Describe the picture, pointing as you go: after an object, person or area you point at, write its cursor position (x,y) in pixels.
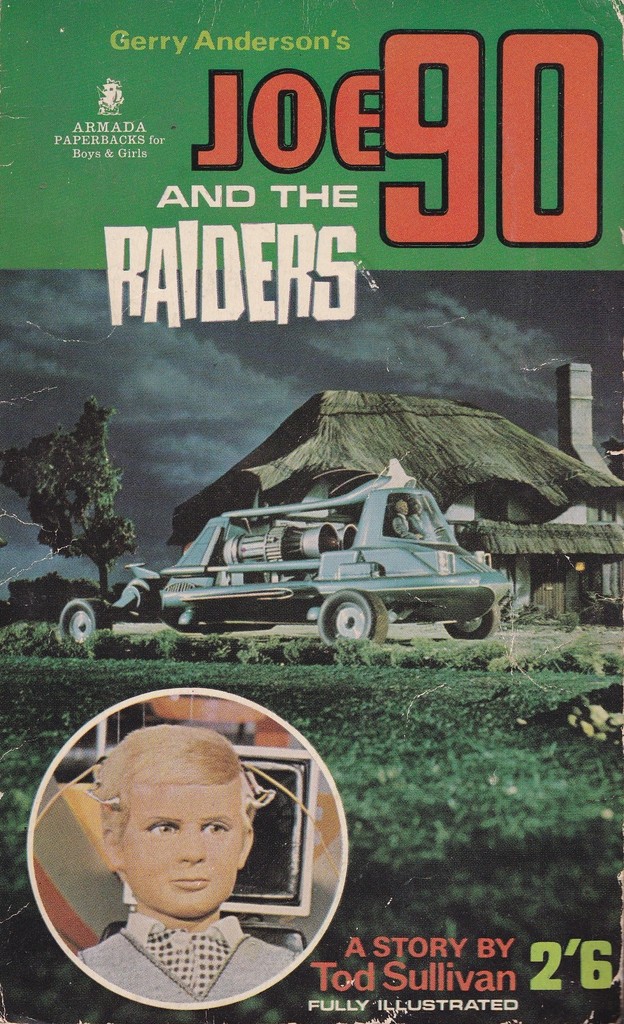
This image consists of a poster (436,562) with a text (571,192) and a few images (402,802) on it.
